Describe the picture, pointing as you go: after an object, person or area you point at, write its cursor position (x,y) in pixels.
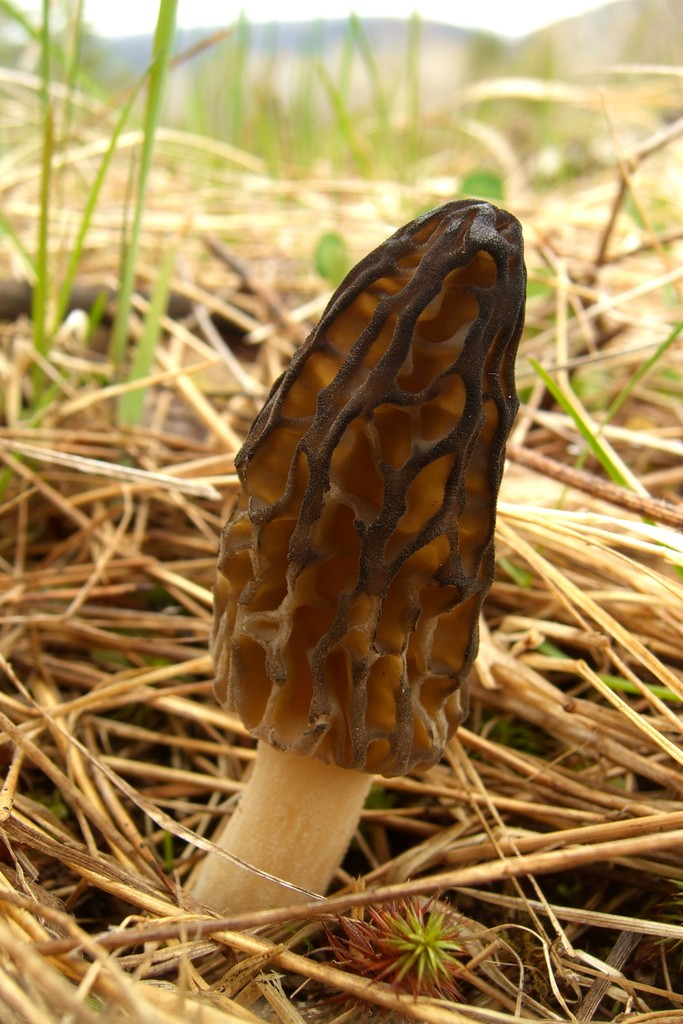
In this image we can see a mushroom (259,794) and we can see the dry grass (618,558). The background of the image (10,113) is blurred, where we can see the grass (211,114).
